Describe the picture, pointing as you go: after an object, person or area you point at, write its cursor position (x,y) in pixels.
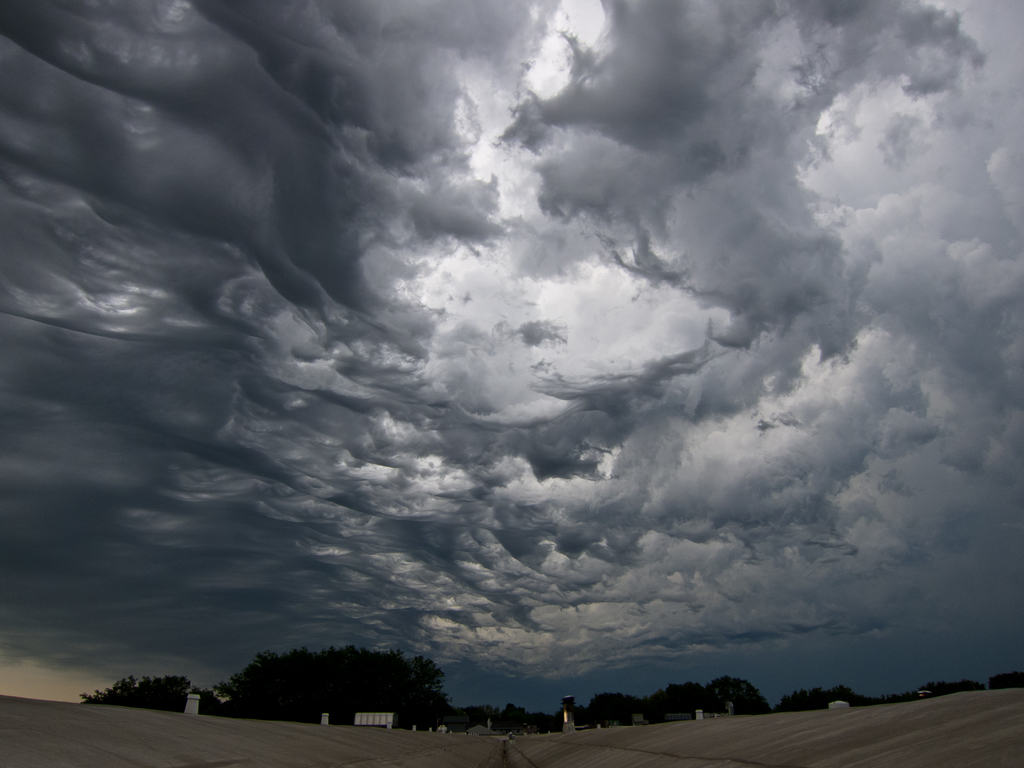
This picture is clicked outside. In the foreground (296,739) we can see the ground (613,740). In the center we can see the trees (350,694), buildings like objects (373,726) and many other objects (381,715). In the background (226,252) we can see the sky (451,512) which is full of clouds (536,310).
